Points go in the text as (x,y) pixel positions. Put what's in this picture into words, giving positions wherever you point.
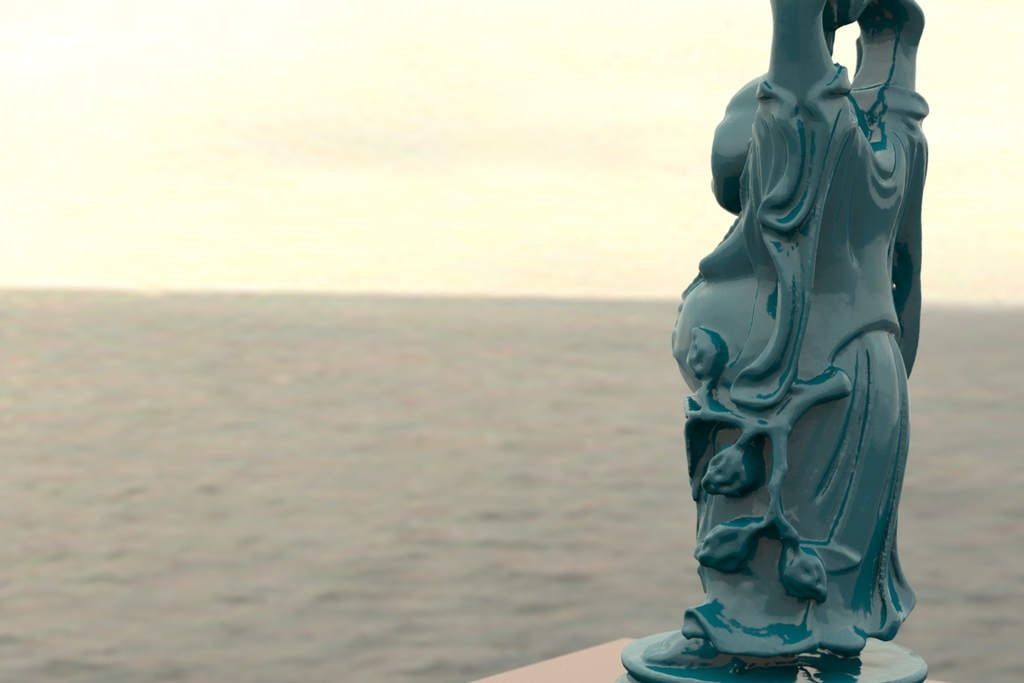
In this picture I can see a statue (754,328) and I can see water (609,395) and a sky (482,202) in the back (482,202).
